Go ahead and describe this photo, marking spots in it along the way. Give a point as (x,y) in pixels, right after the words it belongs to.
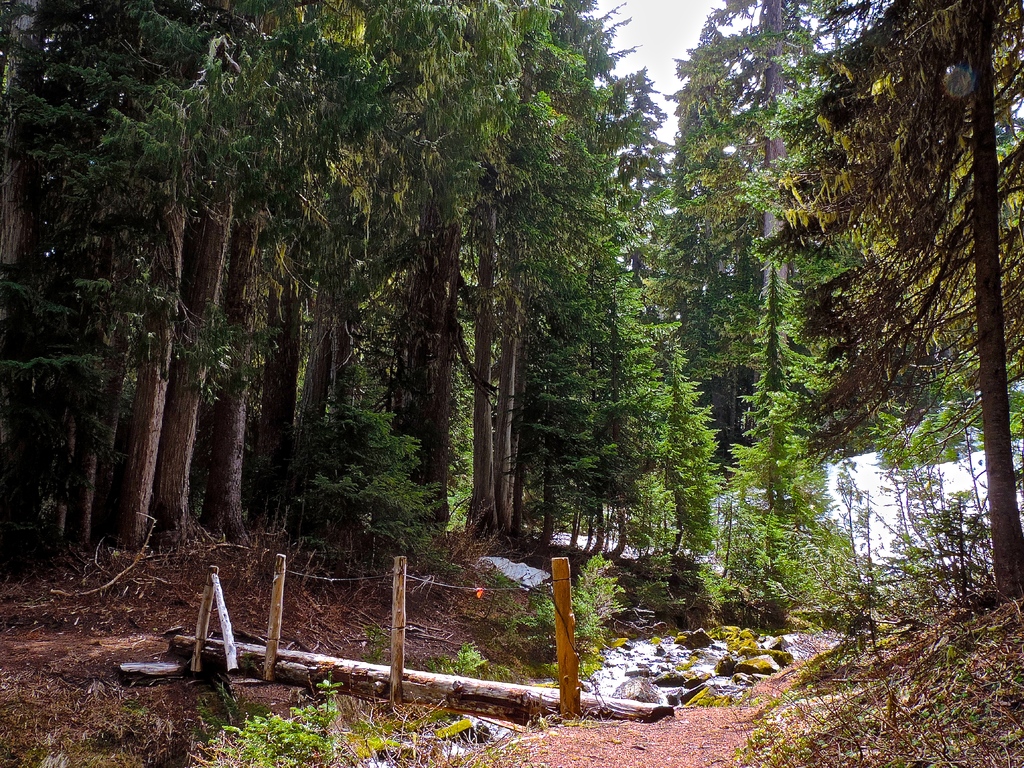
In this picture we can see some plants (806,521) and trees (581,489), there is the sky (658,23) at the top of the picture (638,31), we can see stones (674,684) and water (640,655) in the middle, we can also see bark (408,683) of a tree (414,700) in the middle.
